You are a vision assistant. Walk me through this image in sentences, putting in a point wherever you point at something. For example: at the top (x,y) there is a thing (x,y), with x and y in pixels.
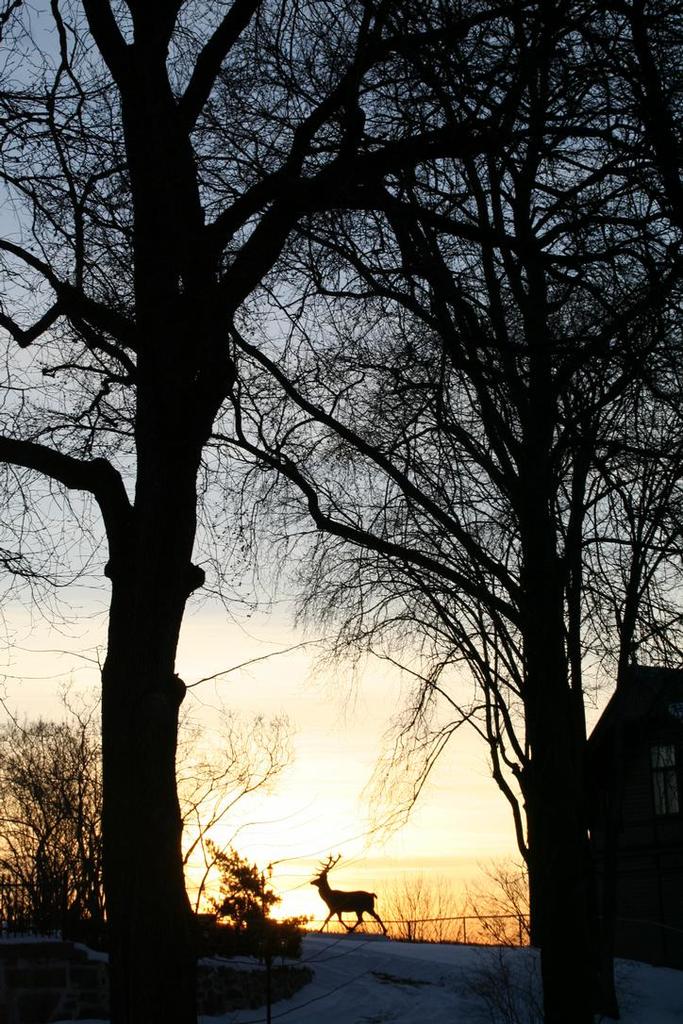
In the foreground of the picture (642,1007) there are trees (169,832), plants (40,832), house (627,742), road (412,963), railing (413,928) and a deer (352,900). In the background (298,720) it is sky (284,665).
